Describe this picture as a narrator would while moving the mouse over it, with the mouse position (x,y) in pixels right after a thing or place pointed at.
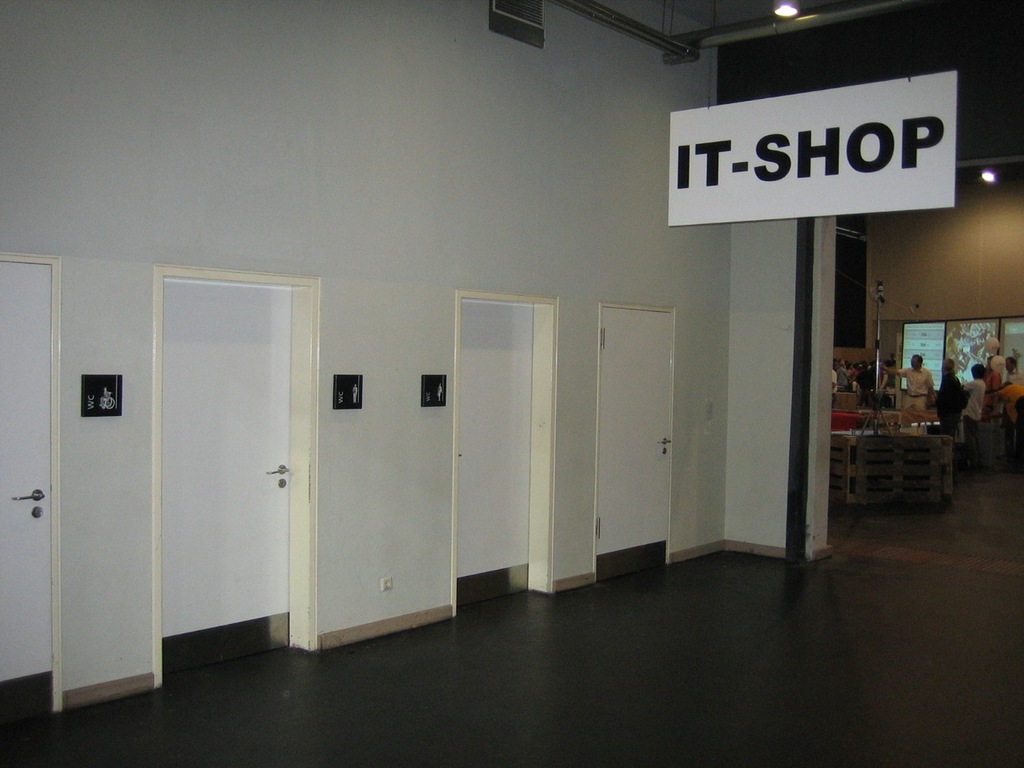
This is an inside view of a building (738,328) and here we can see lights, doors (464,400), boards (109,404), people (921,379), screens (929,343), a stand (876,337) and some other objects (927,426). At the top (991,71), there is a roof (931,35) and at the bottom (598,642), there is a floor (598,642).
